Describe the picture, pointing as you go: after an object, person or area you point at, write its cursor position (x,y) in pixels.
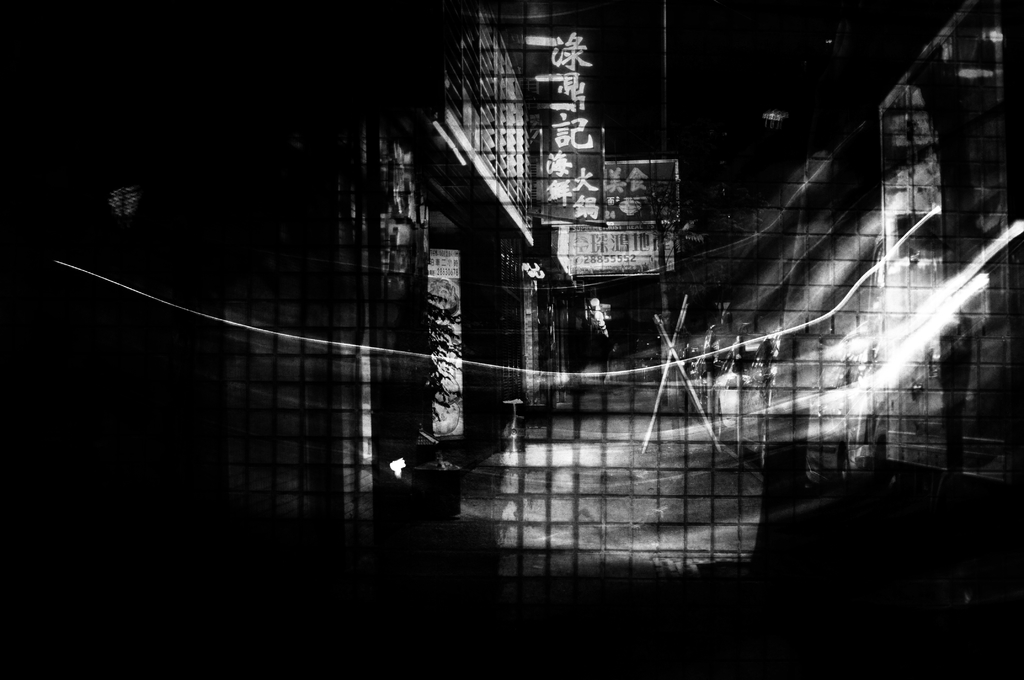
It is a dark and black and white image, we can see some buildings (450,191) and few posters (559,199) in front of those buildings (511,159) and on the right side (882,345) there are few lights (975,285).
